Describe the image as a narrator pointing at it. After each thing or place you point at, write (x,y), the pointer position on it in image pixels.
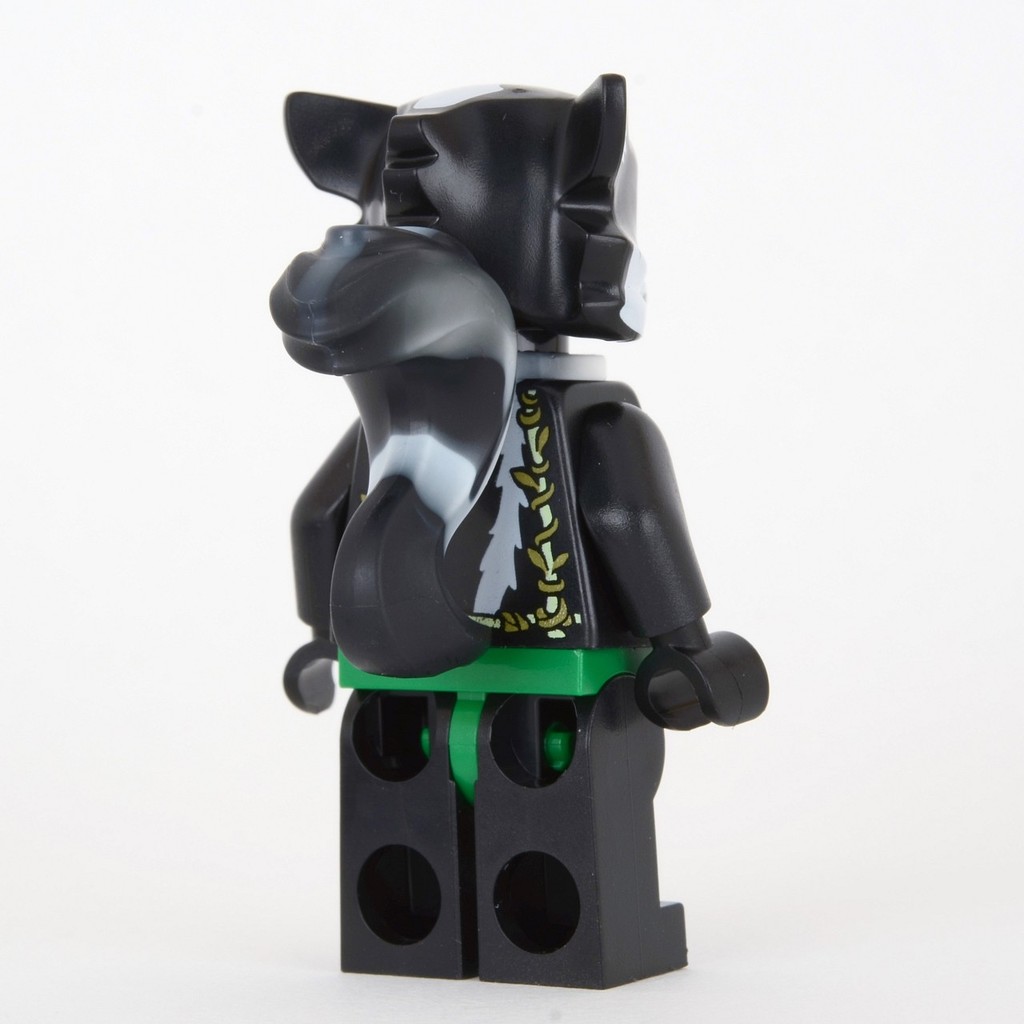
In this picture there is a black color toy (464,408). At the back (232,250) there is a white background (924,189).
